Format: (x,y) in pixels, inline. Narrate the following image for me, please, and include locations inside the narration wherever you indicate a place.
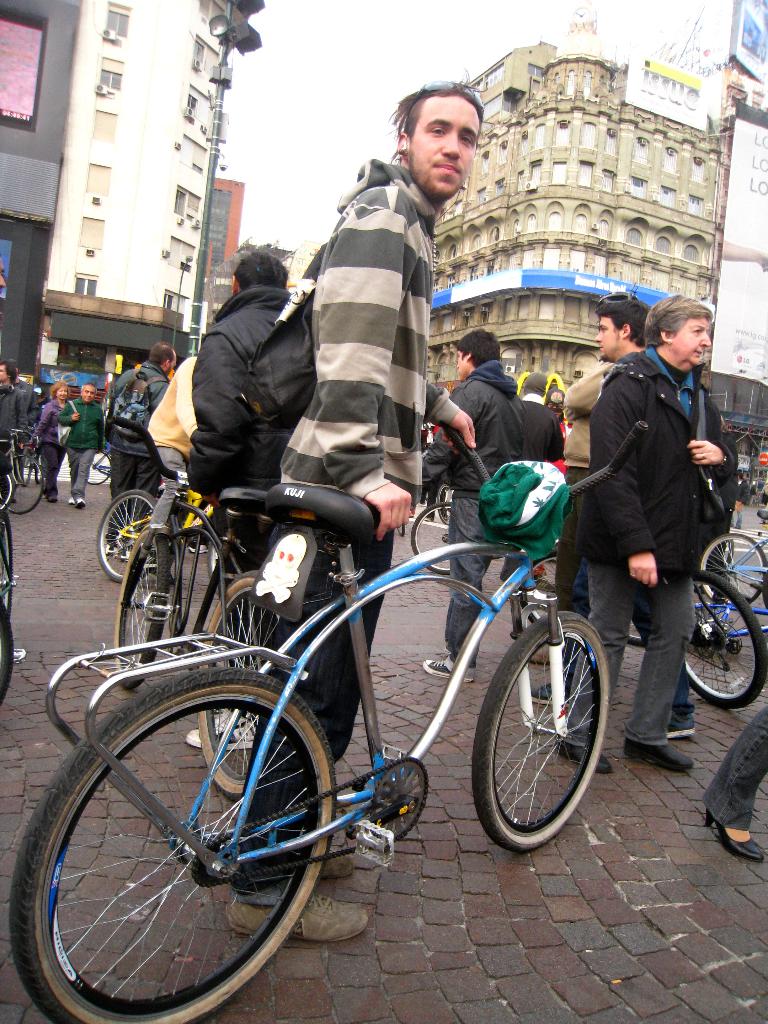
In this picture there is a man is standing here and in the background (529,195) there is a building (562,153) and the sky (302,84) is clear.
